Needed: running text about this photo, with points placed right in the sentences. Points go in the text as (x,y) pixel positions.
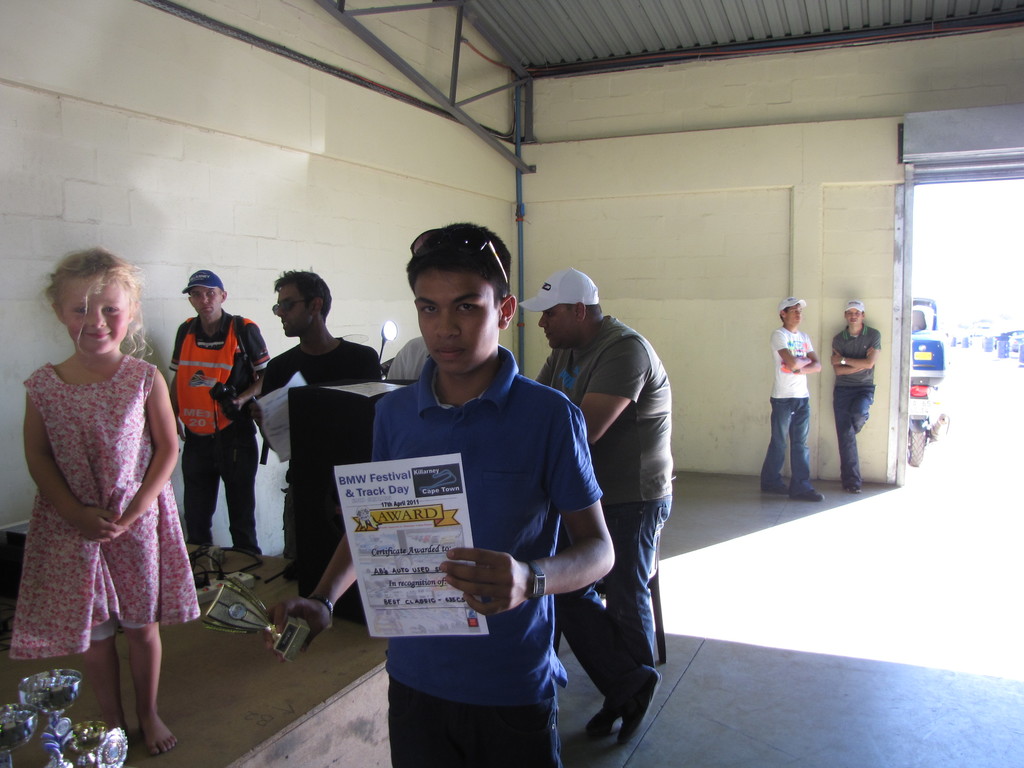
In the center of the image (428,309) we can see a man (487,354) is standing and holding a certificate (433,557), trophy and wearing dress (492,412), goggles (449,237). On the left side of the image (230,744) we can see the stage (345,713). On the stage (211,631) we can see a girl (114,299) is standing and also we can see the trophies (50,750). Behind the stage (287,680) we can see two people (201,410) are standing. In the background of the image (336,504) we can see the wall (730,339), rods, podium (352,417), door (948,244), shutter (1003,177), some people (616,383). On the podium (348,402) we can see the papers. Through door (955,375) we can see the vehicles (1021,344). At the bottom of the image (890,658) we can see the floor (875,678). At the top of the image (495,1) we can see the roof (670,15) and rods (803,47).
